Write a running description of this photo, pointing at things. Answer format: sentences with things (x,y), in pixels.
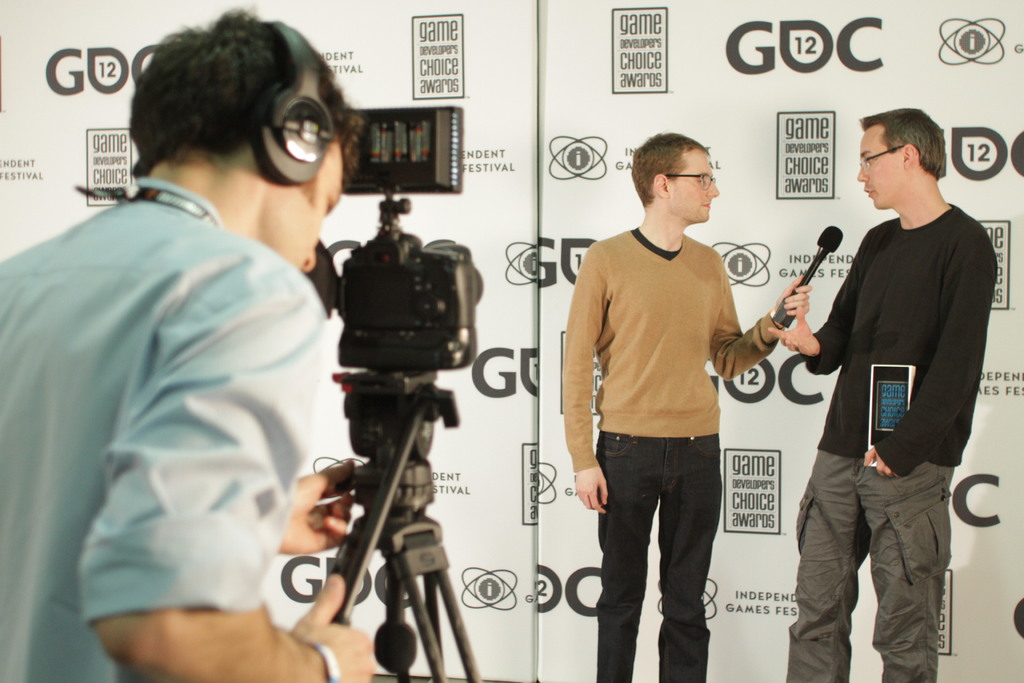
In the picture I can see this person (216,442) wearing blue color shirt (106,423), identity card (167,192) and headphones (295,83) is standing here and there is a camera (378,339) fixed to the tripod stand (392,452) in front of him and here I can see a person (658,348) wearing brown color sweater (640,351), spectacles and black color pant (656,494) is holding a mic (842,231) and this person (874,524) wearing black color T-shirt (844,424) and spectacles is holding some object (874,403) in his hands (877,466). In the background (818,410), I can see the white color banner (855,86) on which I can see some logos (429,36).
